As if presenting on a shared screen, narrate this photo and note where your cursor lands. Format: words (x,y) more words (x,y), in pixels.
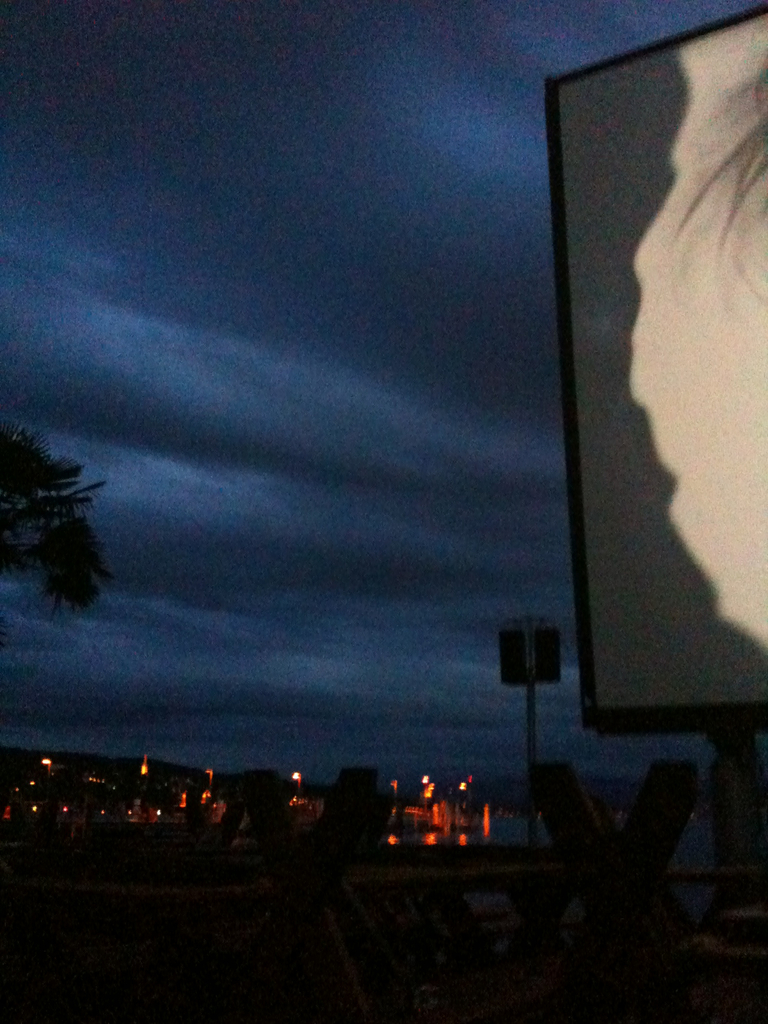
In this picture we can see the night view. Behind there are some lights (485,829) in the town (45,811). In the front (535,878) there are some relaxing benches (446,912) and on the right corner (625,451) we can see a white board (638,507) and a tree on the left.
